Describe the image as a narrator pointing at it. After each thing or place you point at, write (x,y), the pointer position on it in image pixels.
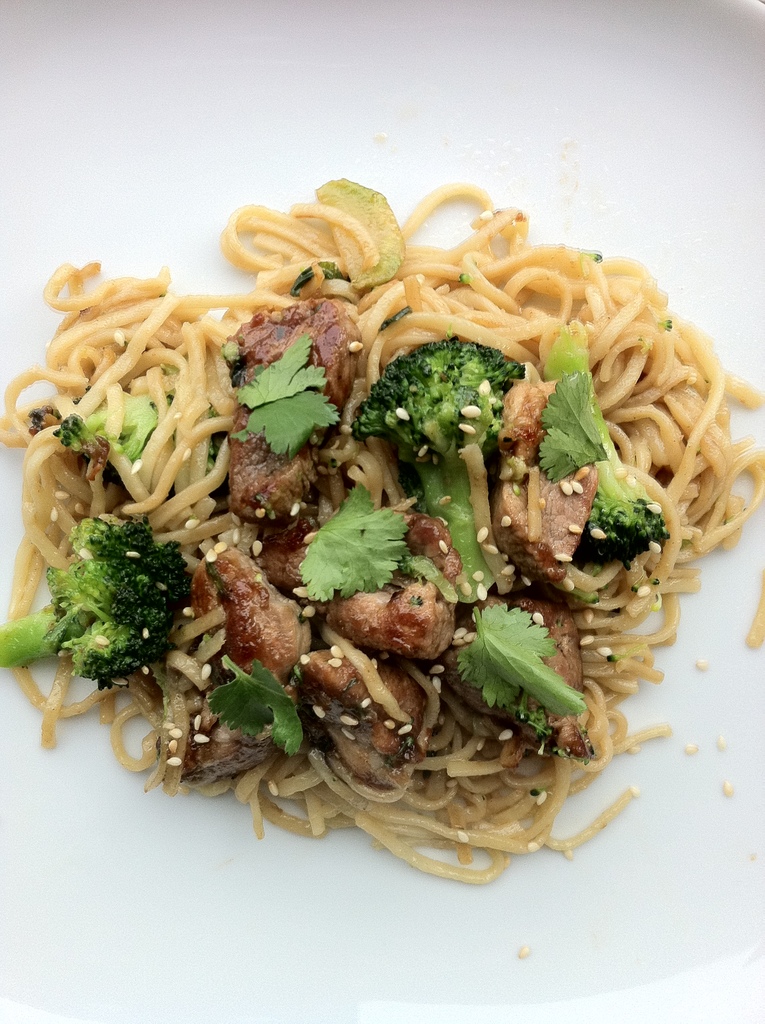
In this image we can see food items (373,625) on the white colored surface (40,294).
